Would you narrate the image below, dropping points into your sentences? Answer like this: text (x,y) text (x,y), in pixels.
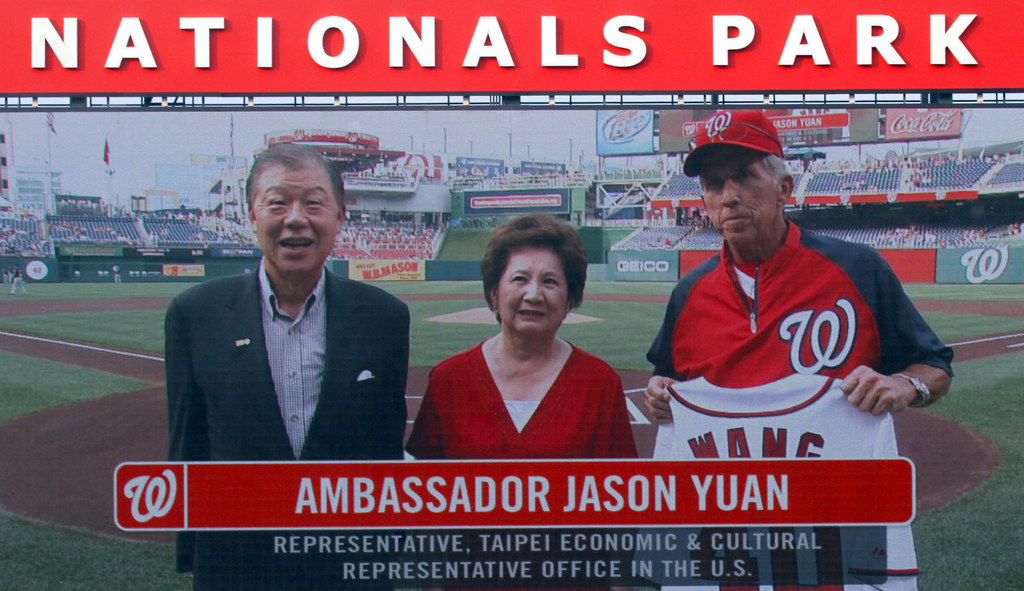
In the image we can see the screen (554,371) in it, we can see two men (799,342) and a woman (585,400) standing and wearing clothes (852,338). The right side man (882,379) is wearing a wrist watch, cap (694,151) and holding a shirt (749,417) in hands (897,380). Here we can see the text (512,542), the playground (161,378), the audience (362,228), posters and the sky (105,116).
